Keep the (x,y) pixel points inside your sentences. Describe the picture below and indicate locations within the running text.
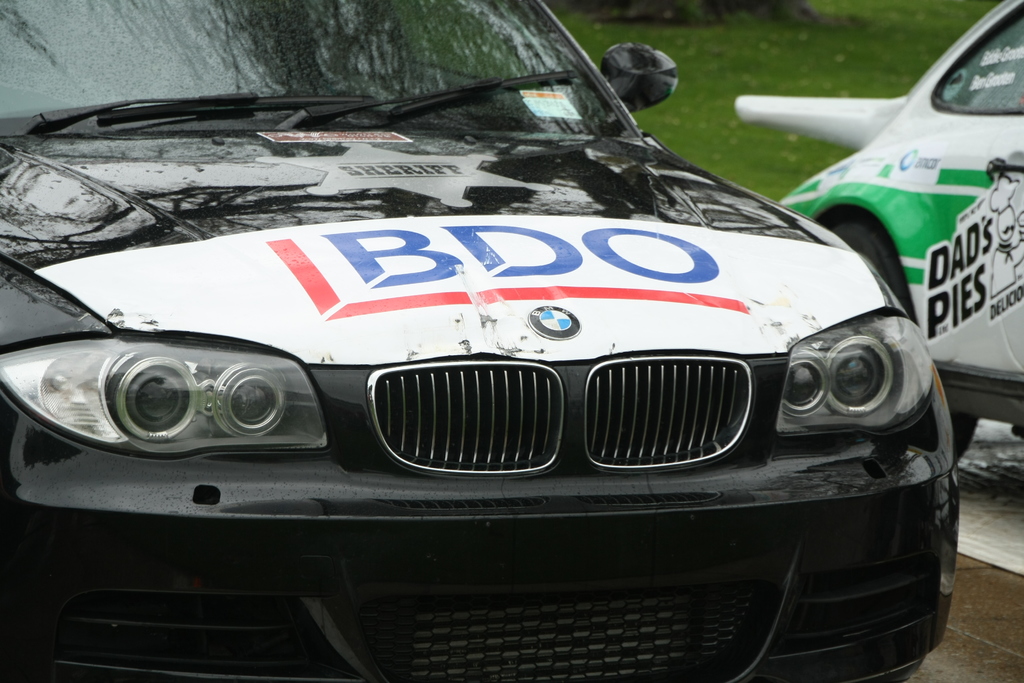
In this image I can see a car (423,176) which is black and white in color is on the road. In the background (1006,301) I can see another vehicle (956,161) which is white and green in color and some grass (807,74) on the ground (771,143).
